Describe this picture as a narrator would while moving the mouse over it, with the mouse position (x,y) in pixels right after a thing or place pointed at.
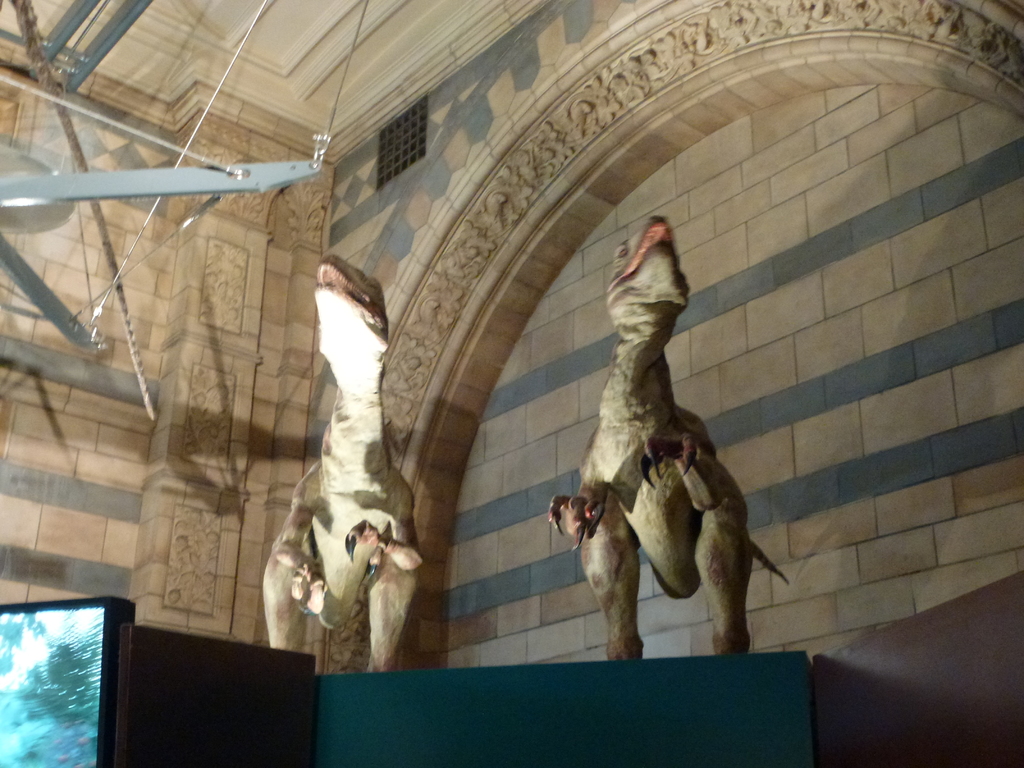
In this image there are sculptures of dinosaur (668,385), in the background (250,138) there is a wall (1022,252).
